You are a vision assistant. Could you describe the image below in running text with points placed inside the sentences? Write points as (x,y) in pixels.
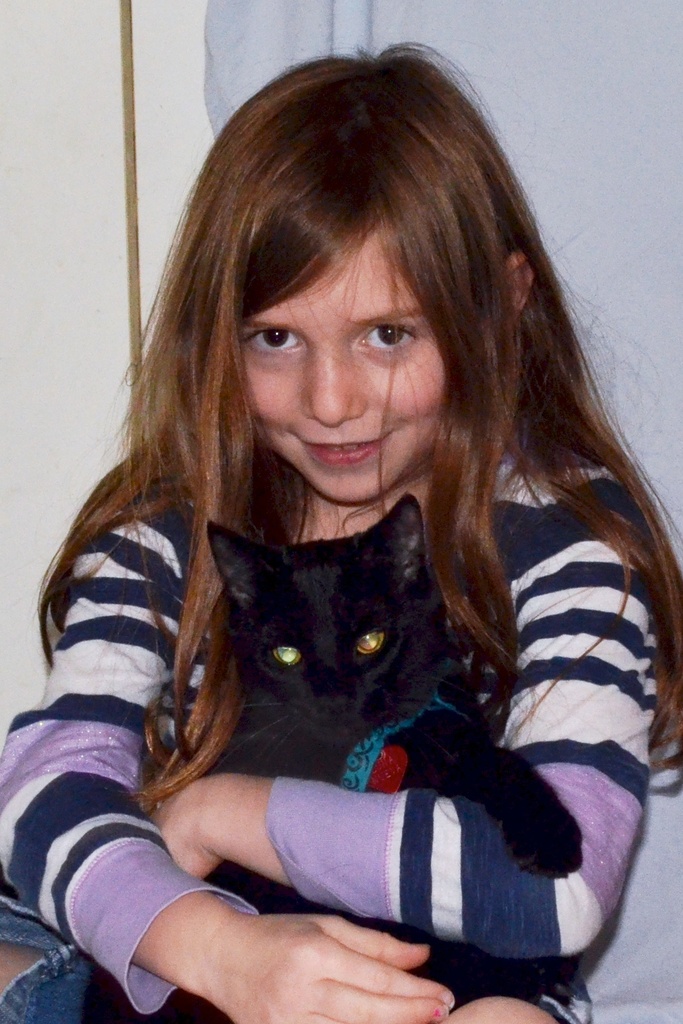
In this image we can see a girl (557,336) holding a cat (415,527) in her hand (263,813) and she is smiling.
